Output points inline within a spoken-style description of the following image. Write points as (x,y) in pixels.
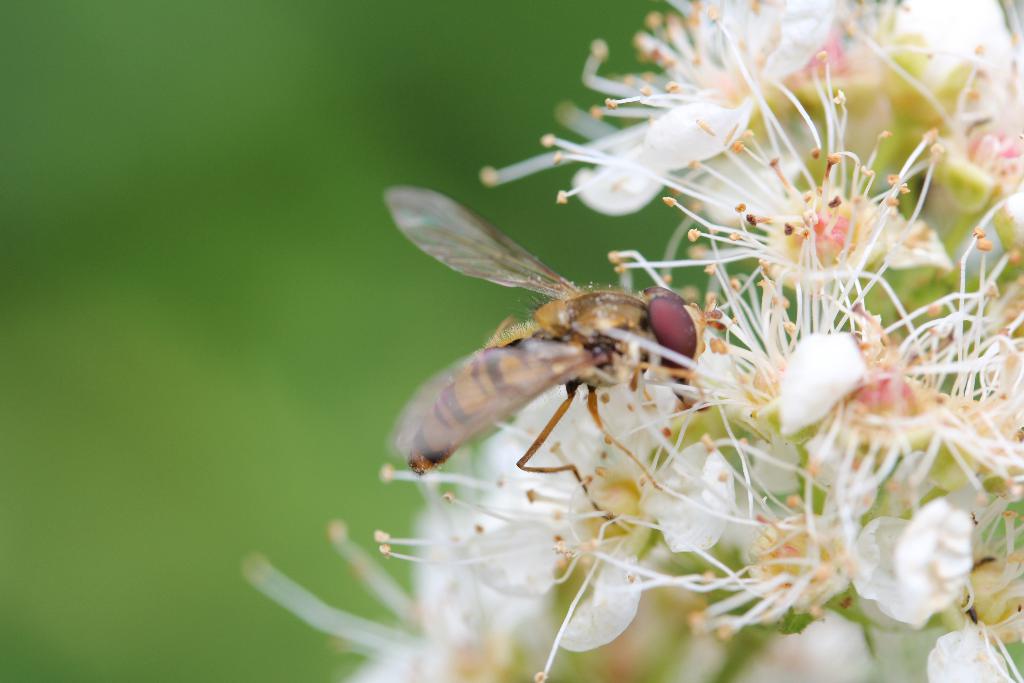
On the right side of this image (797,317) there are few white color flowers (712,504). On the flowers (677,458) there is a fly (616,363). The background (186,413) is blurred.
